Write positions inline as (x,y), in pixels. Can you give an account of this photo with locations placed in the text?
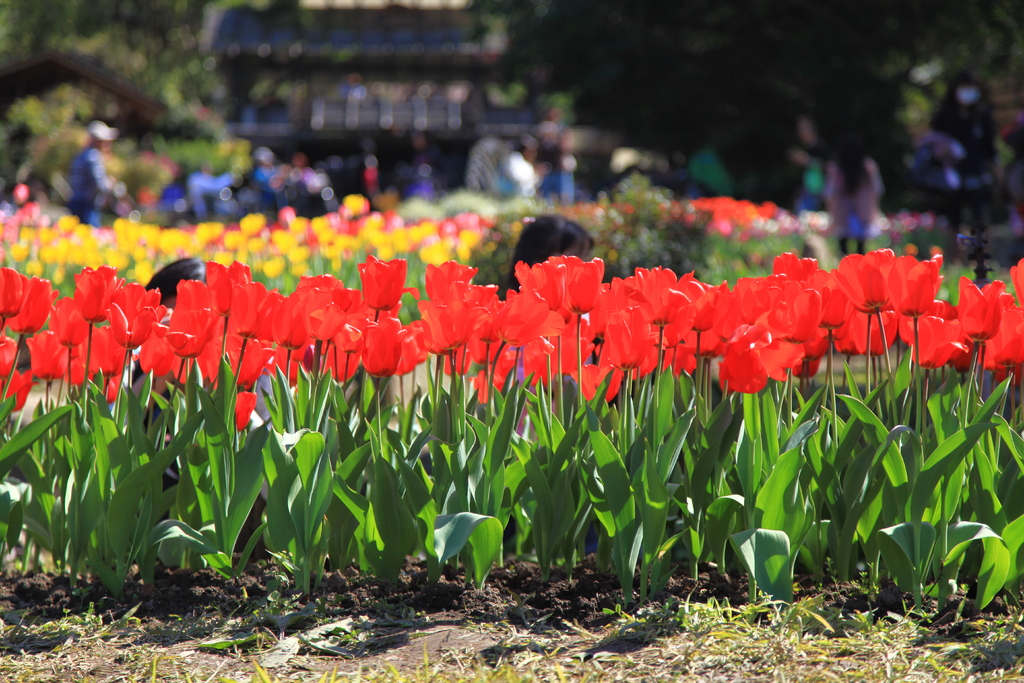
There are plants (470,445) having red color flowers (392,300) on the ground (504,625). In the background (554,240), there are persons (544,231), there are plants (731,217) having flowers (37,223) and there is a building (424,74).
